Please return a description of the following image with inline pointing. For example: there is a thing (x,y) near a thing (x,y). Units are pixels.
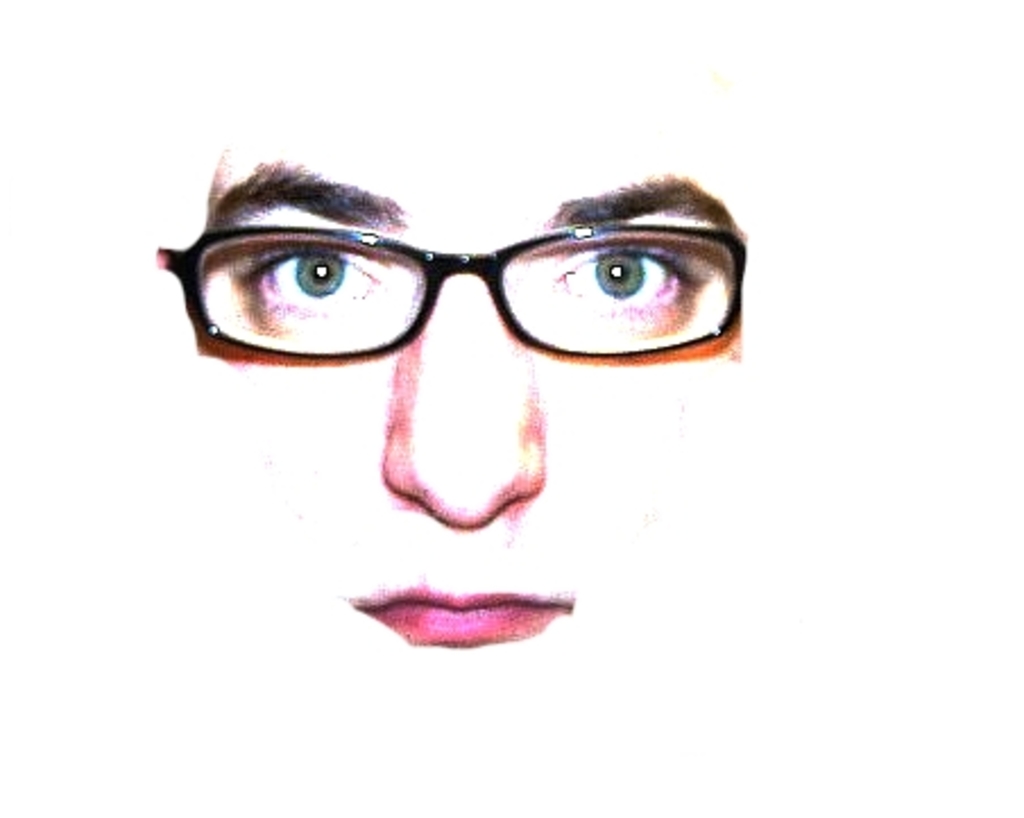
In this image, we can see human eyes (622,296), eyebrows (273,193), nose (468,487) and lips (431,590). Here we can see glasses (383,312).
